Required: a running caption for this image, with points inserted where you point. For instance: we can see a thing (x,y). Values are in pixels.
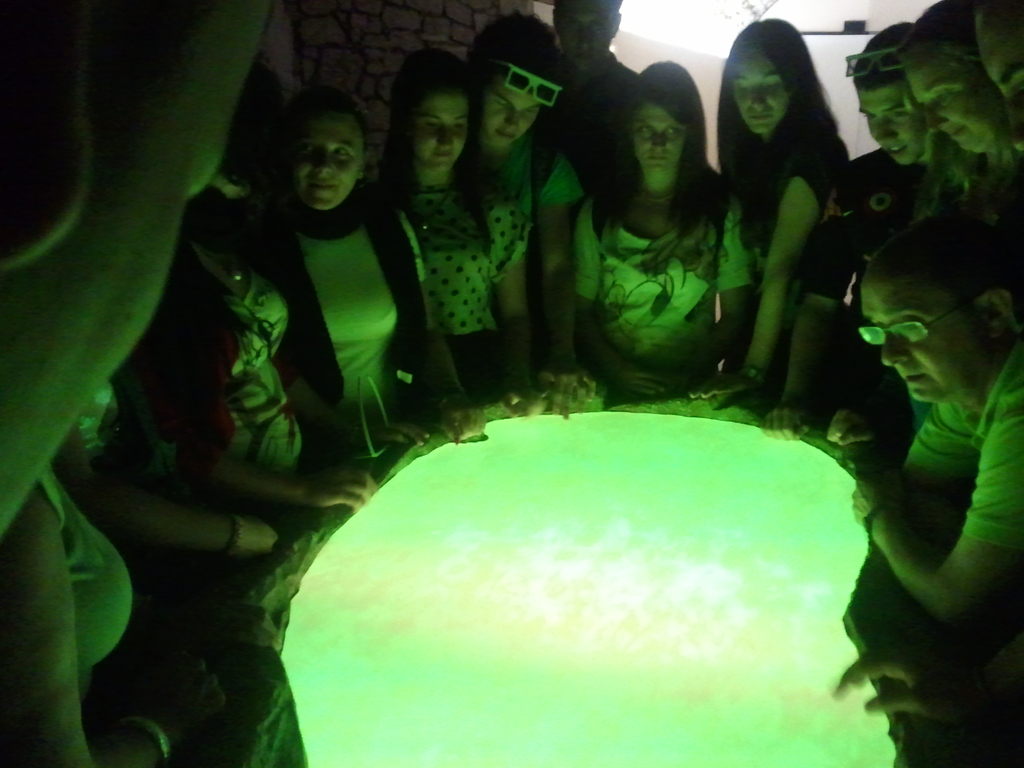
In this picture I can observe green color lighting table (501,635). There are some people (286,293) standing around this table (466,710). There are men (881,314) and women (218,464) in this picture. In the background (412,42) there is white color light (716,16) and a wall (394,53).
